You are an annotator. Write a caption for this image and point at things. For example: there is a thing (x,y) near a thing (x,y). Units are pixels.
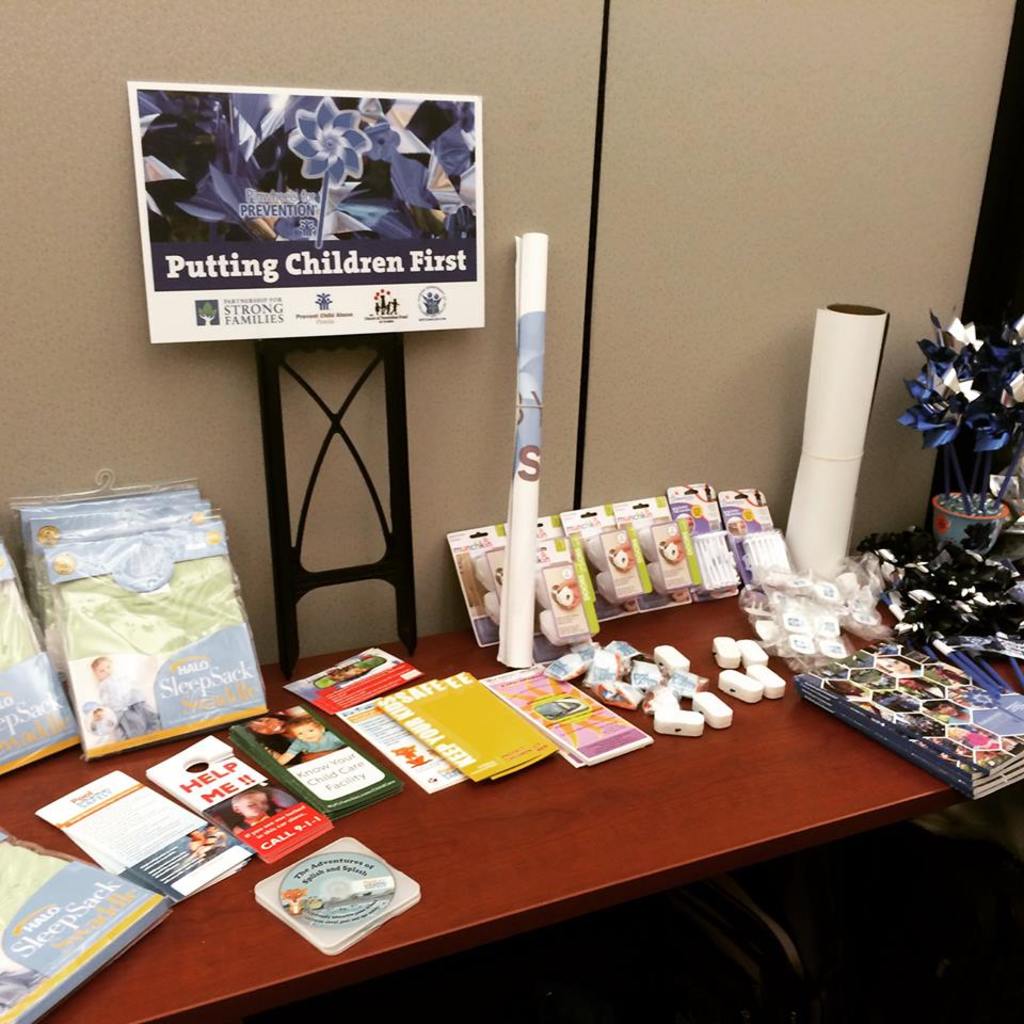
Bottom of the image (809,821) there is a table (710,602) on the table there are some books (998,744) and papers (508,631) and charts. Top right side of the image (995,339) there is a flower pot (971,506) on the table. In the middle of the image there is a banner (232,262). Behind the banner (377,144) there's a wall (635,42).
